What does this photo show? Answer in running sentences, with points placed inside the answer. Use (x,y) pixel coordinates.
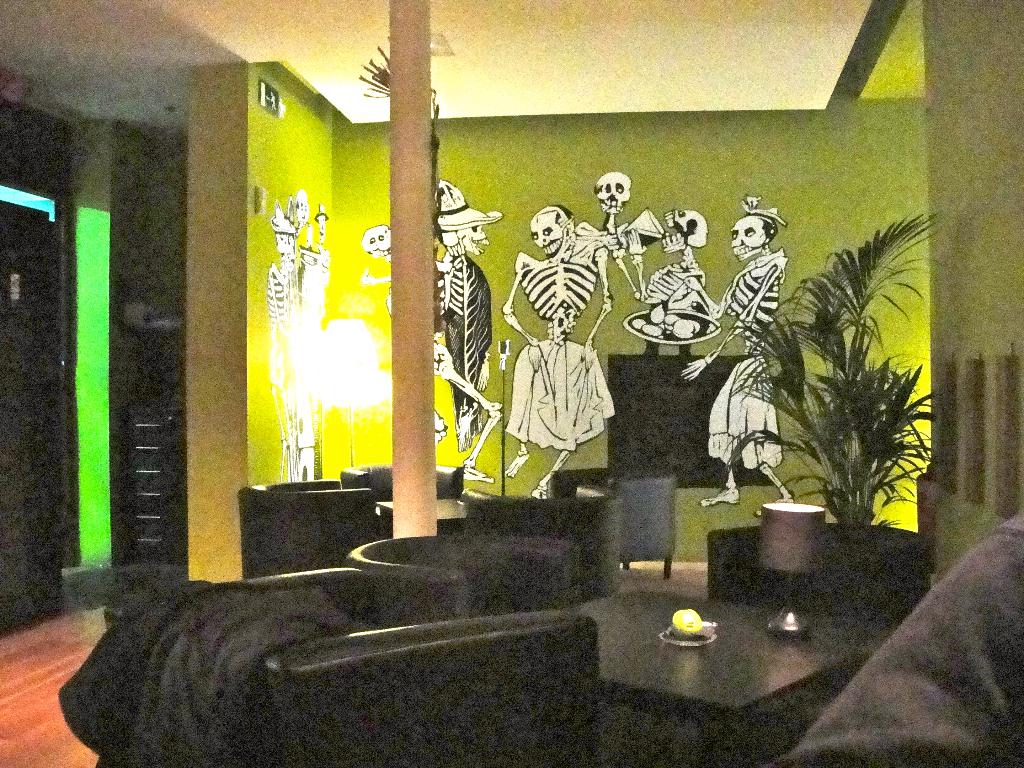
In this image we can see the paintings (542,346) on the wall (385,431). We can also see the couches (471,680), table (746,645) with a lamp (783,616) and also an object (687,628). We can also see the clothes (200,692), floor (53,664), light (345,352), pillar (413,353) and also the ceiling (458,82).
